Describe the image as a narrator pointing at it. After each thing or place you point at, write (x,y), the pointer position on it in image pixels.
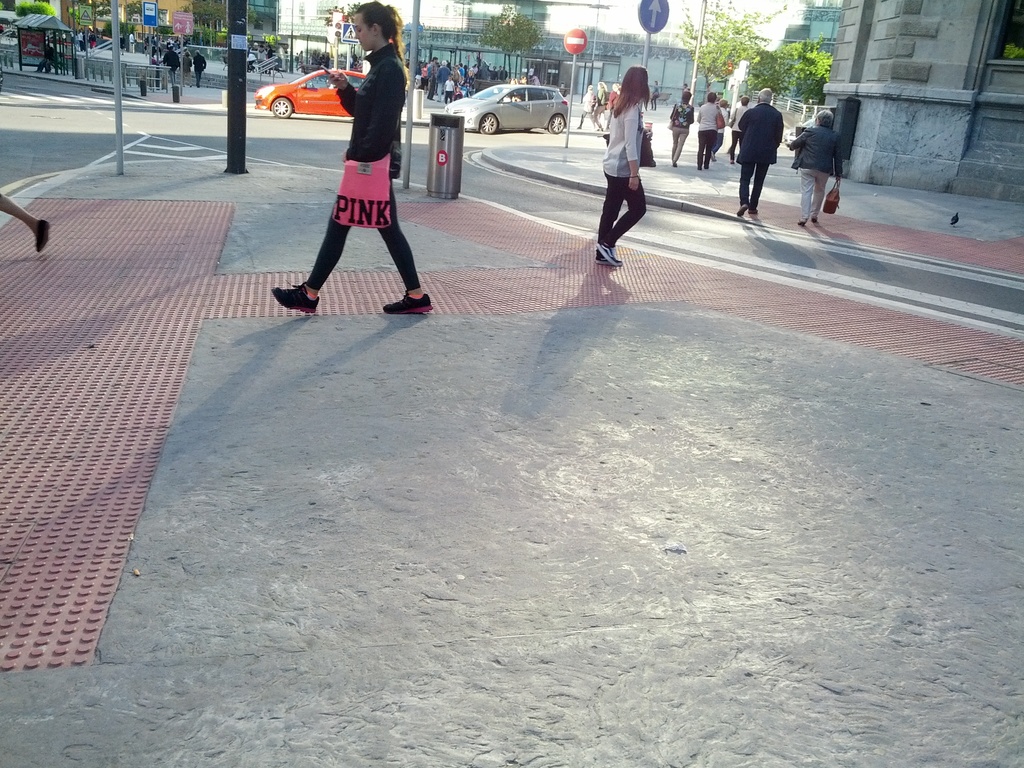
In this picture I can see few buildings (957,162) and trees (518,21) and I can see few people (742,140) walking and few (472,65) are standing and I can see couple of cars (295,91) moving on the road (76,96) and few sign boards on the side walk (662,119) and I can see a dustbin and a bird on the sidewalk (952,215).
